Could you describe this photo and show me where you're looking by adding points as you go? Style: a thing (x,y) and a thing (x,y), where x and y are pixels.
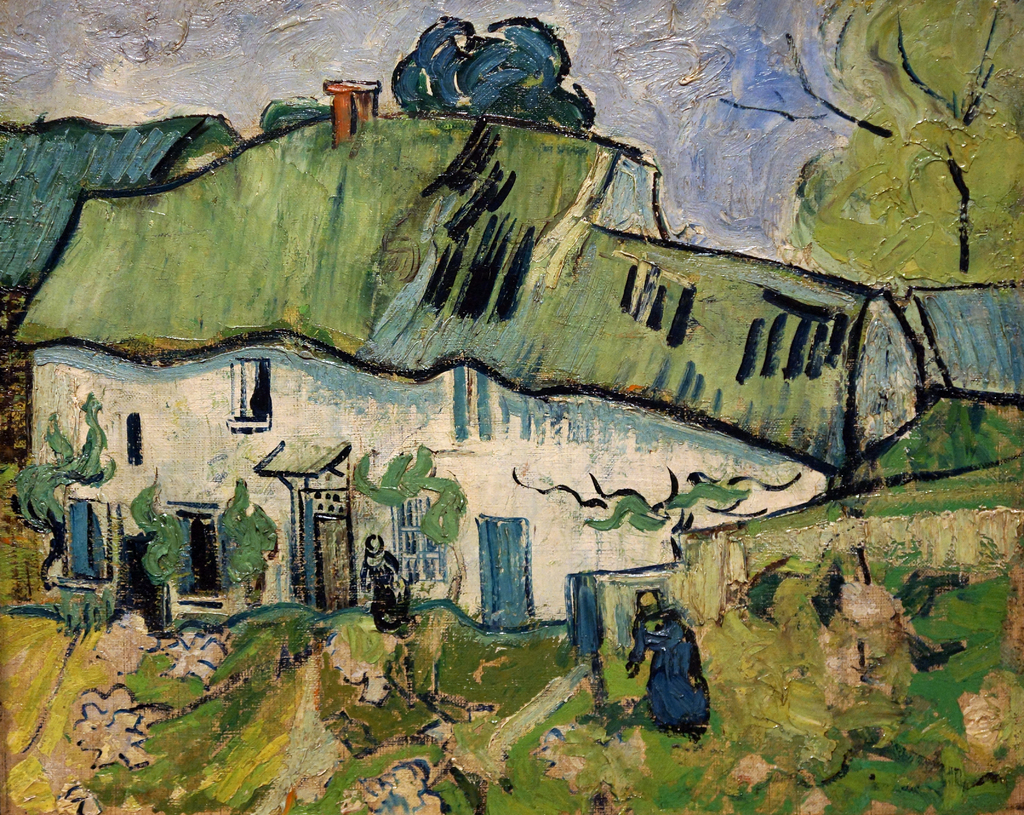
In this picture we can see the painting (643,405) of a house (393,420), people (374,564), tree (974,126), sky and other things (380,711).
